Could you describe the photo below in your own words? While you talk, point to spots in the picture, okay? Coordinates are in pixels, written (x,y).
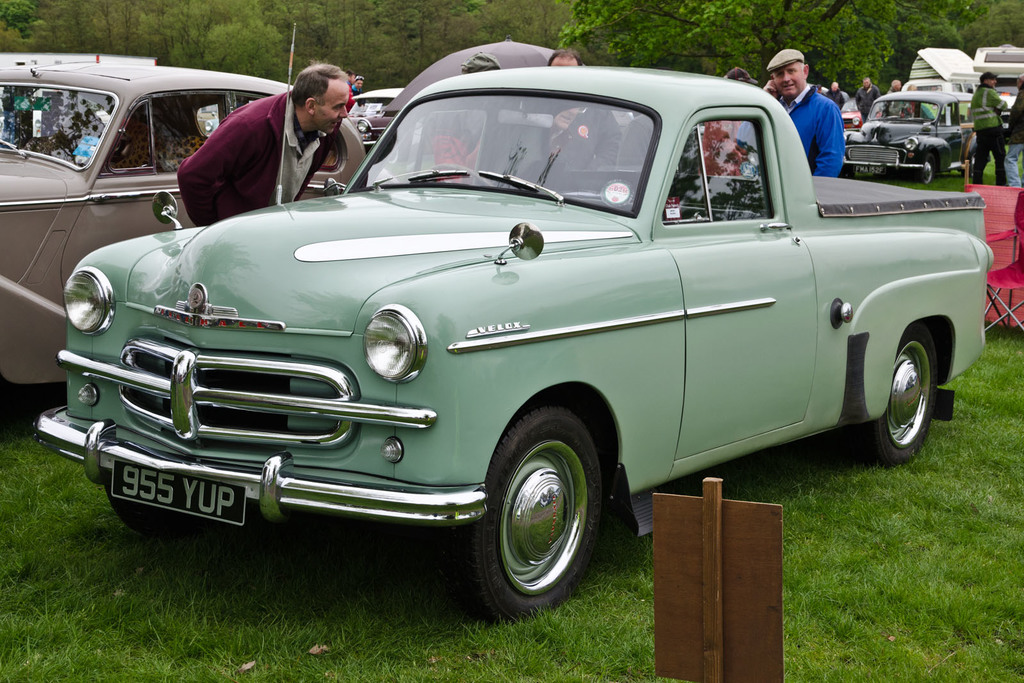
In this image, there are a few people (775,65), vehicles (673,189), trees (301,19). We can also see the ground (919,484) covered with grass (906,501) and some objects (988,315).
